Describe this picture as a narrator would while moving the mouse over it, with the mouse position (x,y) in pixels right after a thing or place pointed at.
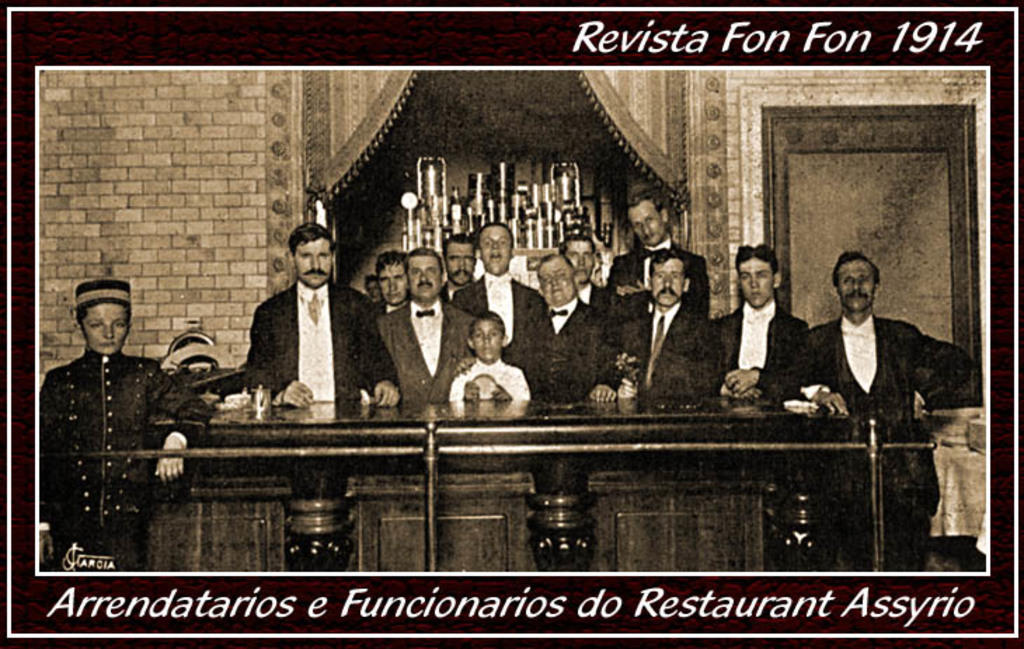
This is an edited image and here we can see people (419,329) standing and are wearing coats (340,334), one of them (93,293) is wearing a cap (109,296) and we can see stands (277,505), rods (230,449) and there is some text (107,559).
